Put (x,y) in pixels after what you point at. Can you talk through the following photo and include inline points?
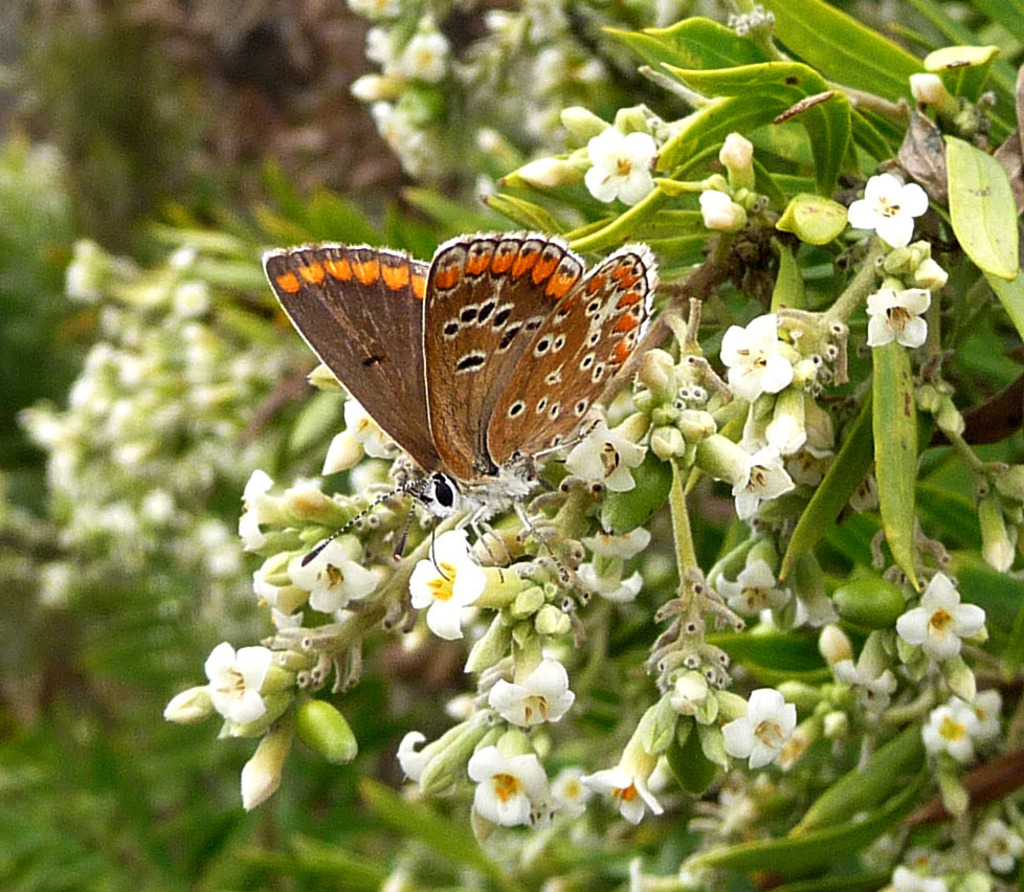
The picture consists of plants (772,271), flowers (883,213) and a butterfly (481,377). On the left (104,369) it is blurred.
